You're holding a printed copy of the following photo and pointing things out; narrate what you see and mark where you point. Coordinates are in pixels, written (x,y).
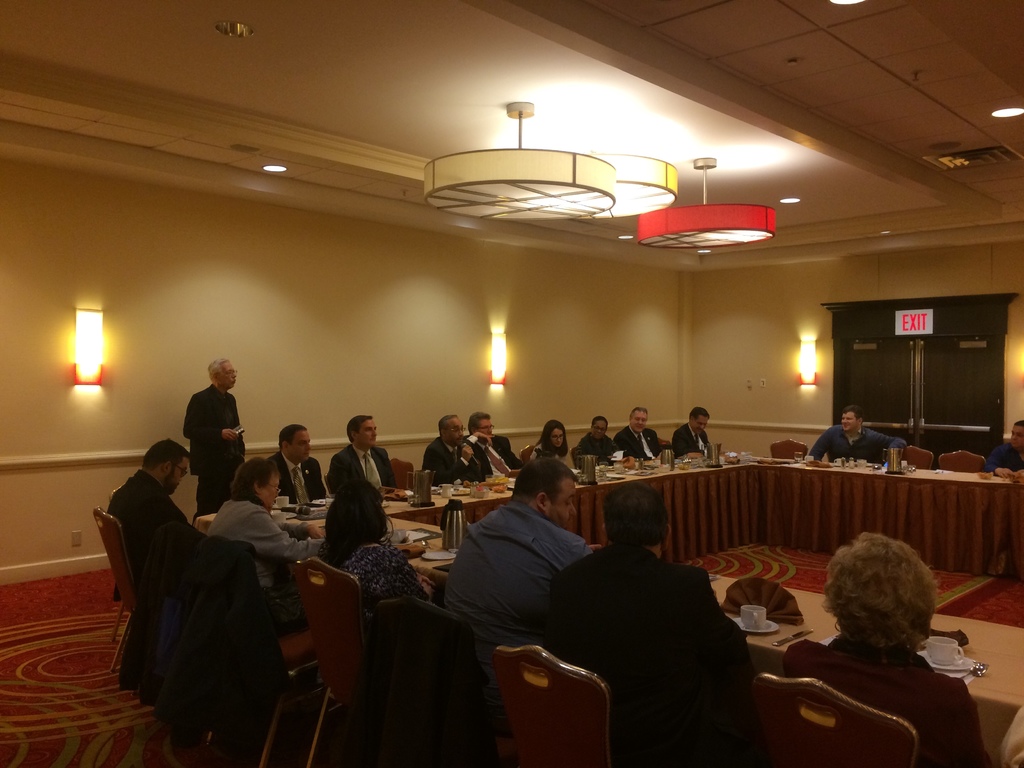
In this picture we can see some people (681,669) sitting on chairs (842,711) in front of a table (760,636), there are cups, saucers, kettles (461,535), papers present on this table (739,485), we can see some lights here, in the background (270,340) there is a wall (389,319), we can see a door (935,383) where, there is an exit board (908,332) here.
